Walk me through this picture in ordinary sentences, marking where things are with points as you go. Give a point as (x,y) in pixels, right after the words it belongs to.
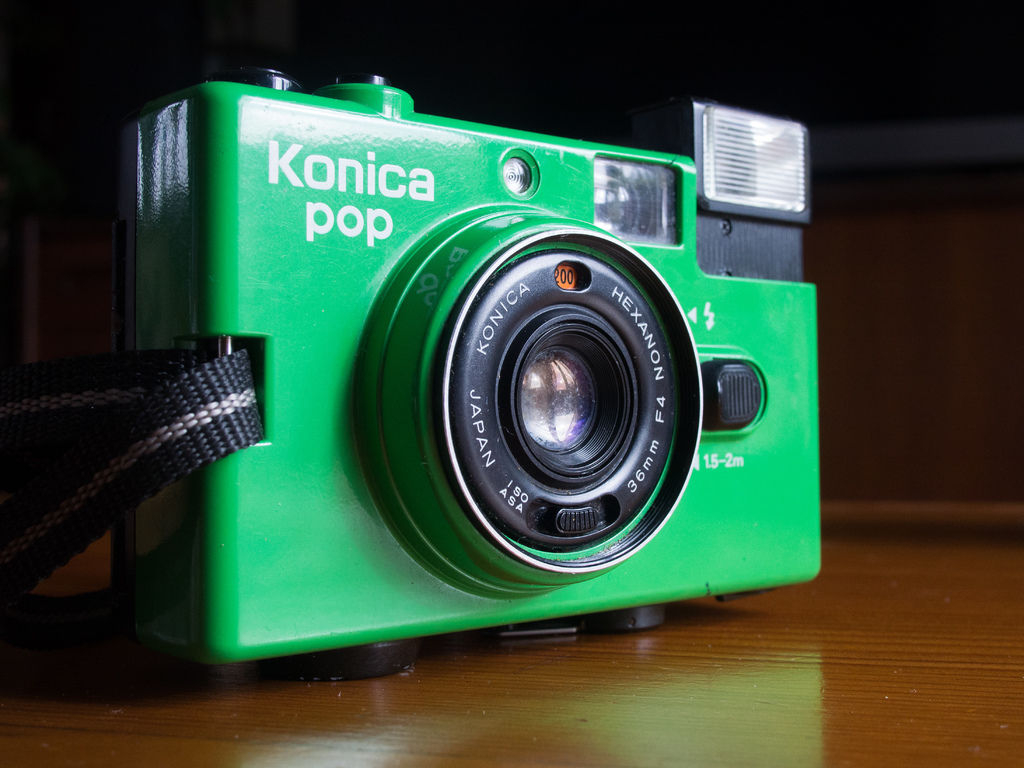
We can see green color camera (686,502) with belt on the wooden surface (678,638). In the background (943,407) it is dark.
